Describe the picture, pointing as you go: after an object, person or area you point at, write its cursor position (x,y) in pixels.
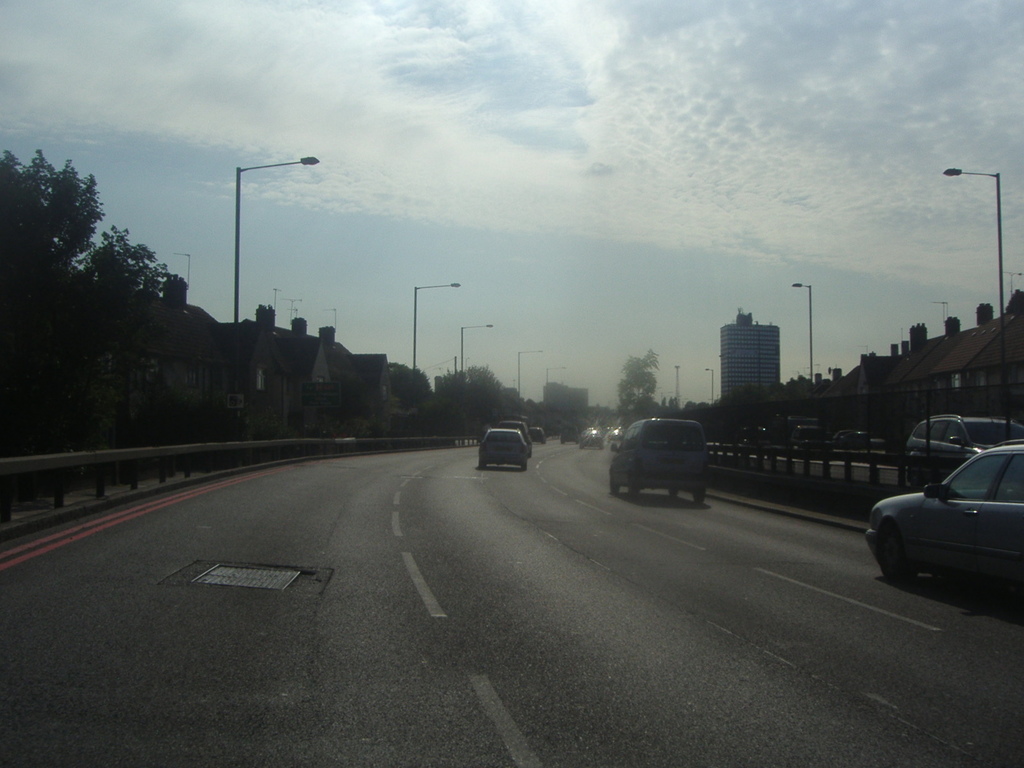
In this image, we can see vehicles (482,461) are moving on the road (409,596). In the background (211,402), we can see trees (155,398), plants (402,428), buildings (971,387), street lights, vehicles (956,437) and sky (717,287).
